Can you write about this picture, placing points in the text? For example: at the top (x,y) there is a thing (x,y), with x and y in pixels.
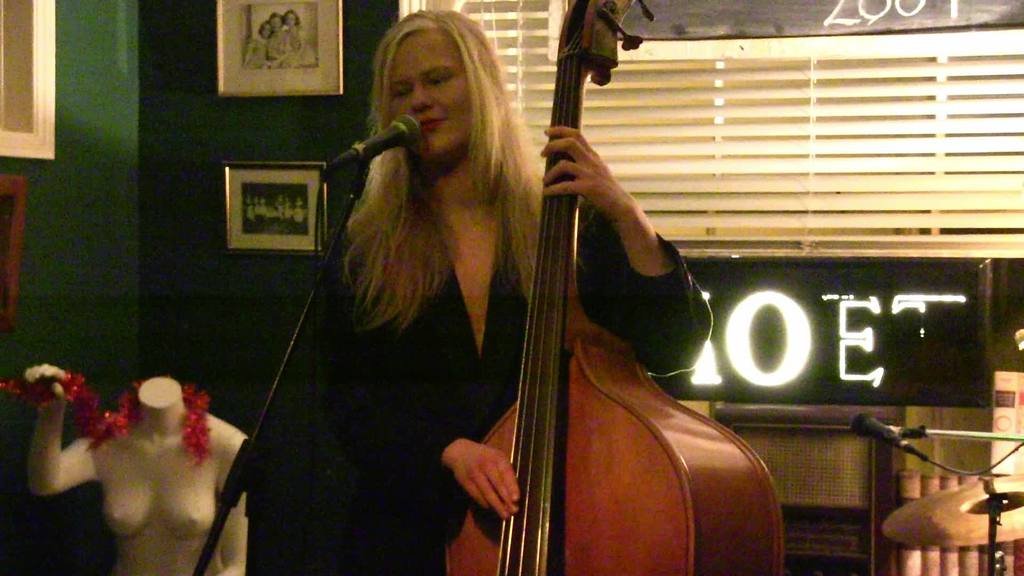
Here we can see a woman (462,160) is standing and holding a double bass (553,401) in her hands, and in front (356,181) there is the microphone (383,149) and stand (352,194), and at back (259,214) here is the wall (194,112) and photo frames (262,197) on it.
